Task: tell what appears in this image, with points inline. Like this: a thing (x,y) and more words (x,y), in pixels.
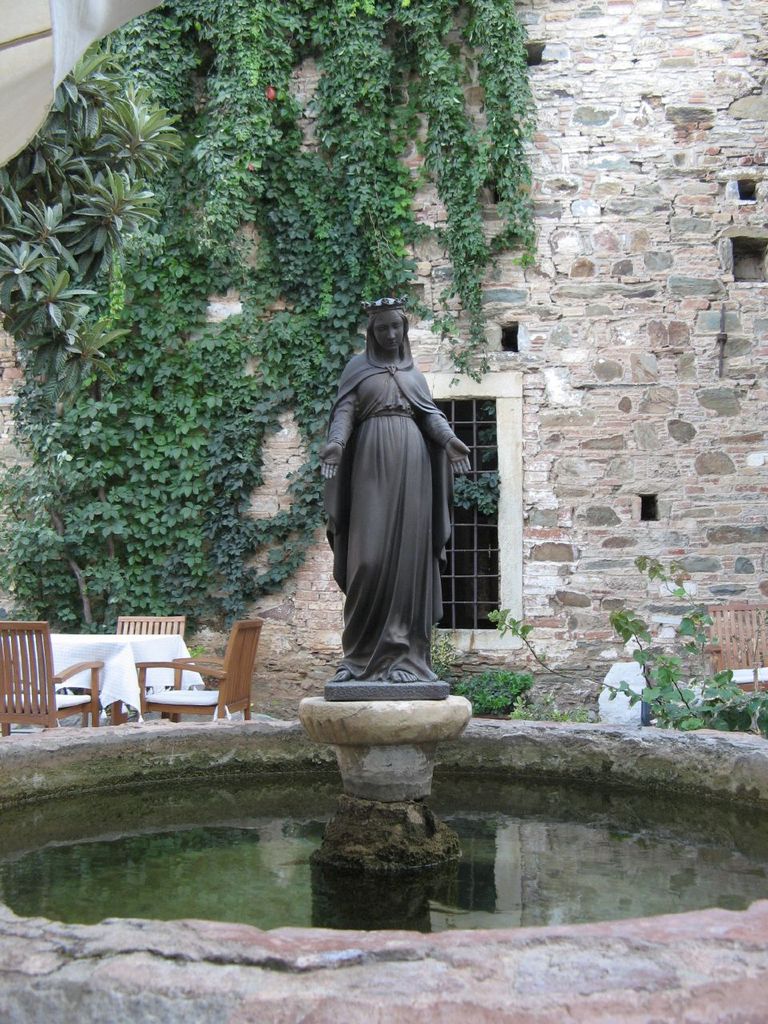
In the picture we can see a statue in the water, in the background (140,707) we can see some chairs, and table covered with a cloth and some plants (151,375) on the wall (565,419) and we can also see the window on it.
